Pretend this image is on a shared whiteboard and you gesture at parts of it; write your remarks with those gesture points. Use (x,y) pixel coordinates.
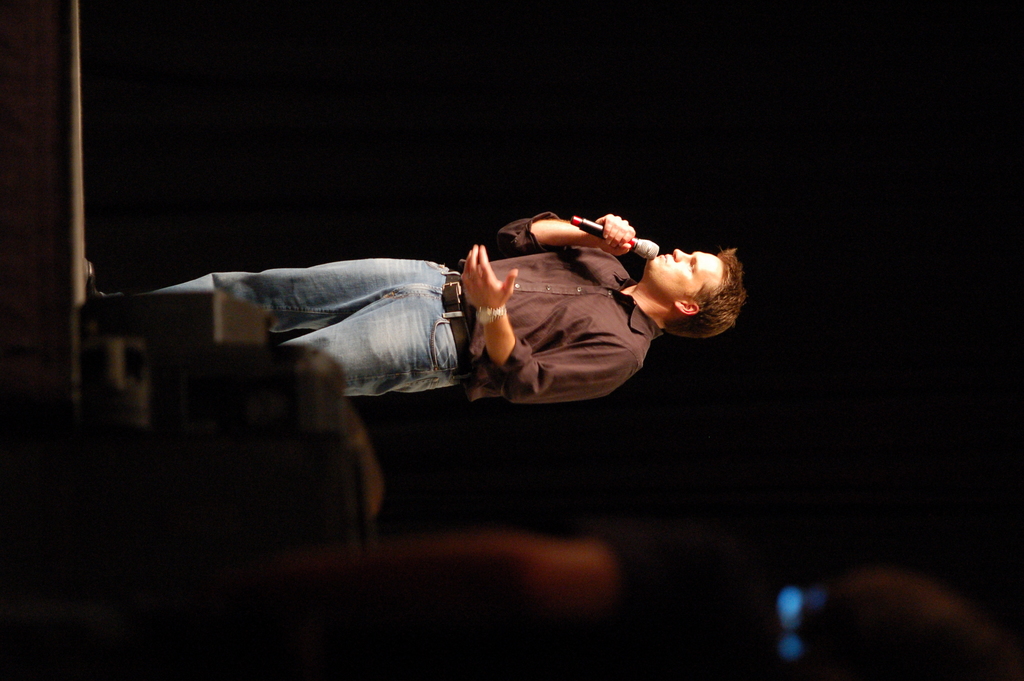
In this picture I can see there is a man (291,289) standing on the dais (66,27) and he is speaking into a microphone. There is an object (217,328) at the bottom left of the image (164,563) and the backdrop (598,74) is dark.
